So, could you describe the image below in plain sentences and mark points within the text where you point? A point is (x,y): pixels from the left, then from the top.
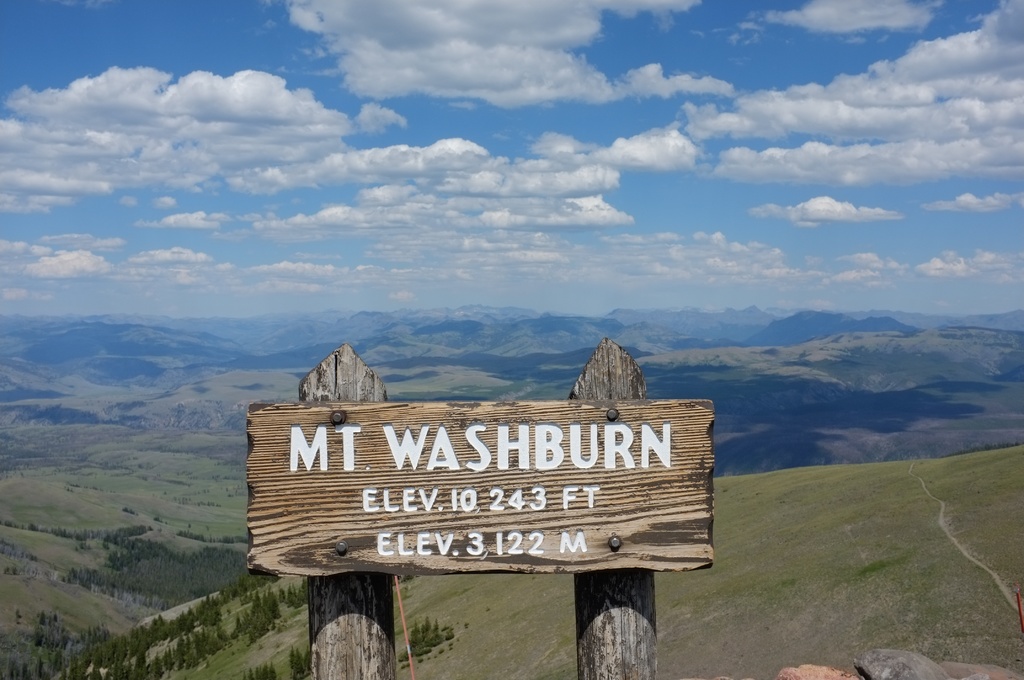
In the front of the image (325,521) we can see an information board (386,437) on the wooden stands (598,652). Something is written on the information board (479,484). In the background of the image (828,144) there are trees (167,665), hills (132,521), grass (768,498) and the cloudy sky (722,305).
